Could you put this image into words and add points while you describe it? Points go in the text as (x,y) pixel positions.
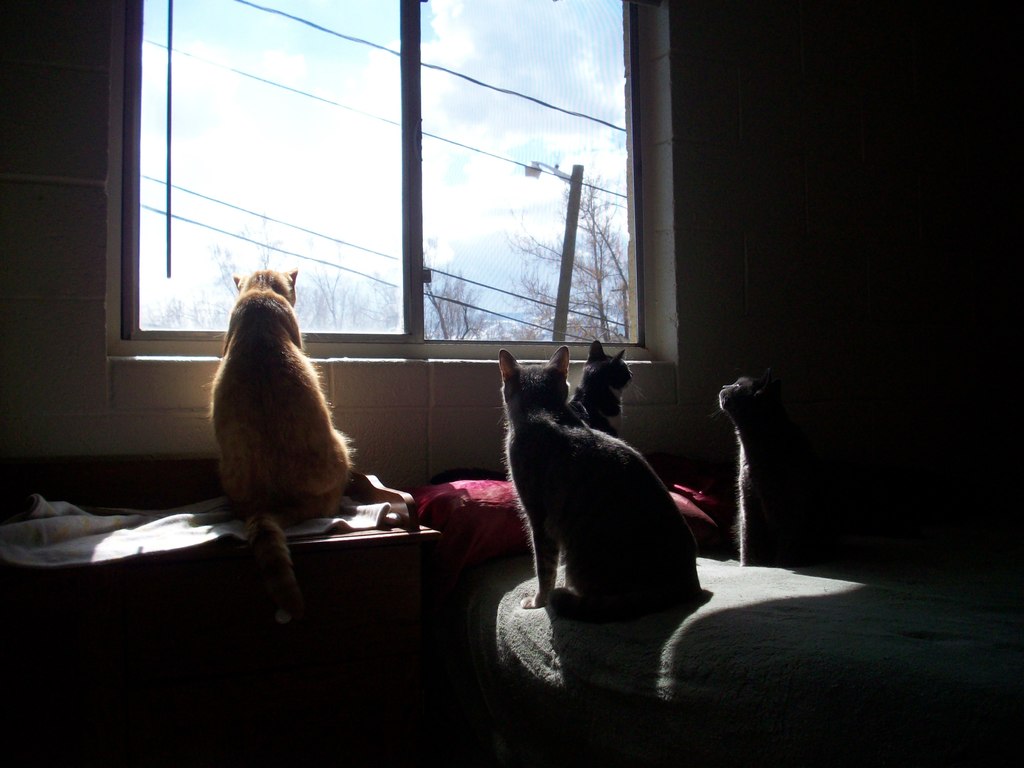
In this image, we can see cats (603,478) and pillows (474,489) on a bed (737,628) and on the left (245,508), there is a cat (250,453) sitting on the stand (315,579). In the background (424,172), there is a window (561,241) and a wall (648,272) and through the window (549,248), we can see poles (569,273) along with wires (487,286) and there are trees (540,253), at the top (468,40), there are clouds (449,83) in the sky (384,113).
